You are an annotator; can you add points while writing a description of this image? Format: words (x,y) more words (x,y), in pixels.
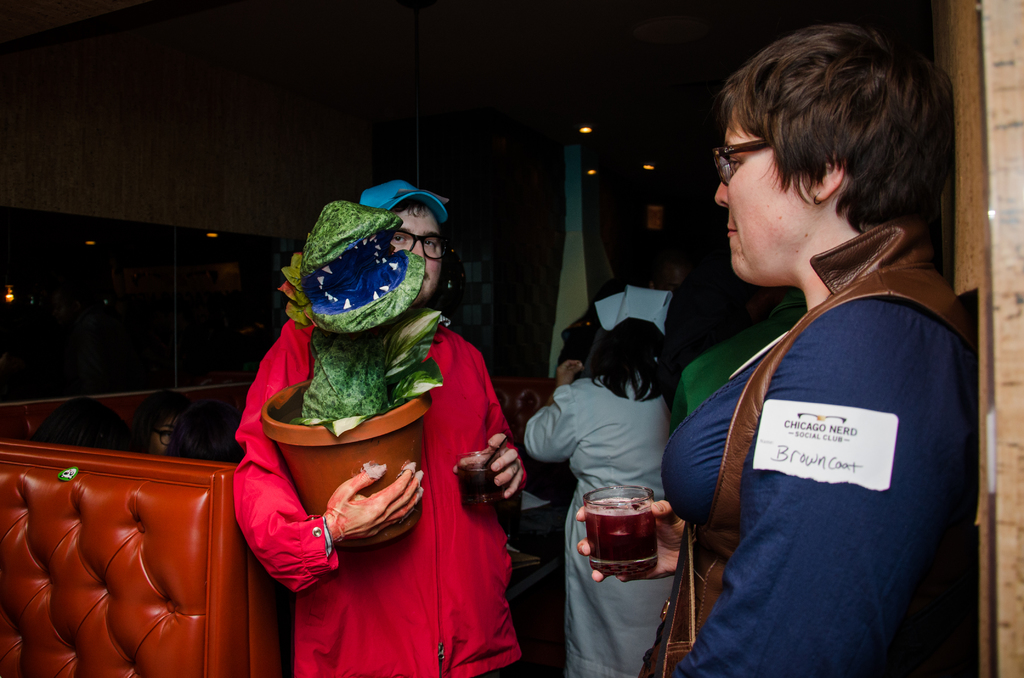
In this image I can see number of people (284,558) where on the left side (120,419) I can see few are sitting and rest all are standing. In the front (651,559) I can see two of them are holding glasses (474,474) and both of them are wearing specs (410,238), I can also see one of them is holding a pot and in the background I can see few lights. On the right side of this image (893,429) I can see a white colour thing (843,405) on her dress (944,431) and on it I can see something is written.
